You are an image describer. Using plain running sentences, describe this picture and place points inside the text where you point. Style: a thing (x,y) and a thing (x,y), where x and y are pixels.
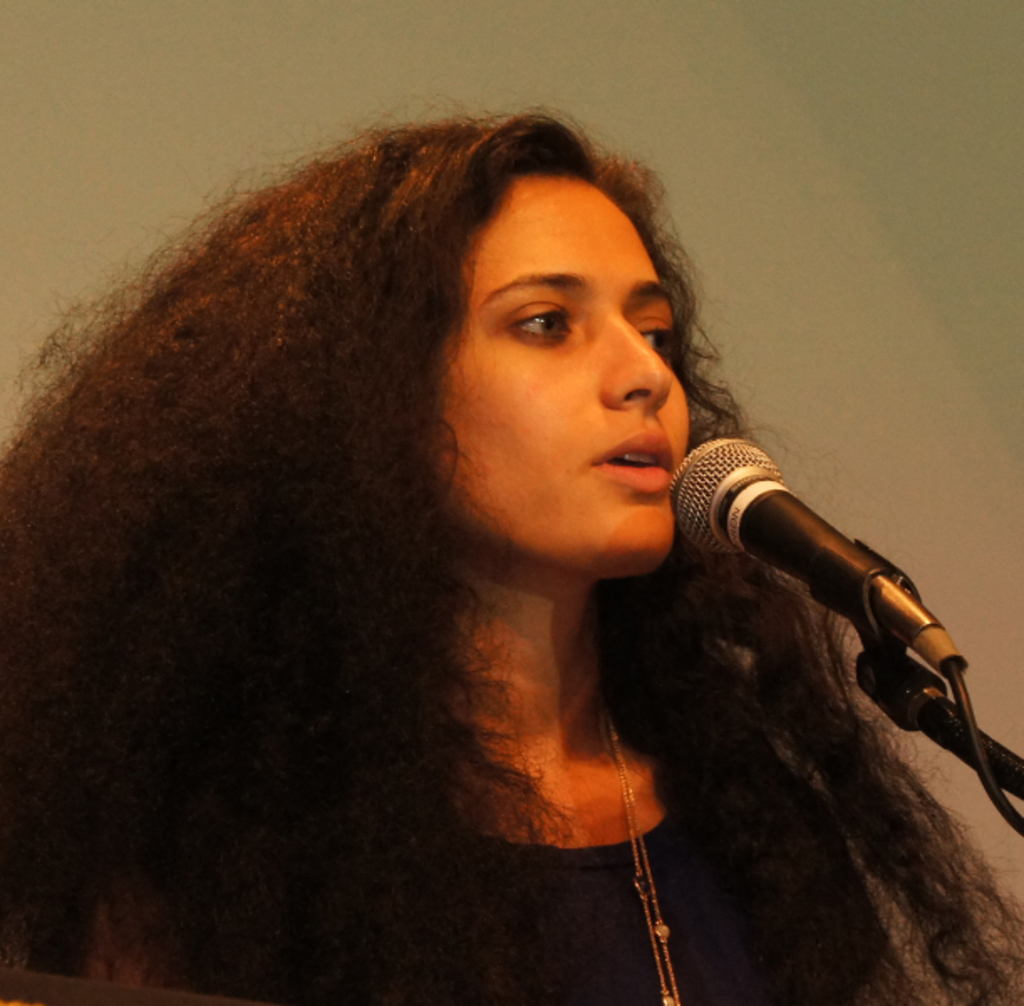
In this image, we can see a woman (443,686) is singing in-front of microphone (789,523) with stand (945,708). Here we can see a wire (973,734). Background (743,123) we can see an olive color.
